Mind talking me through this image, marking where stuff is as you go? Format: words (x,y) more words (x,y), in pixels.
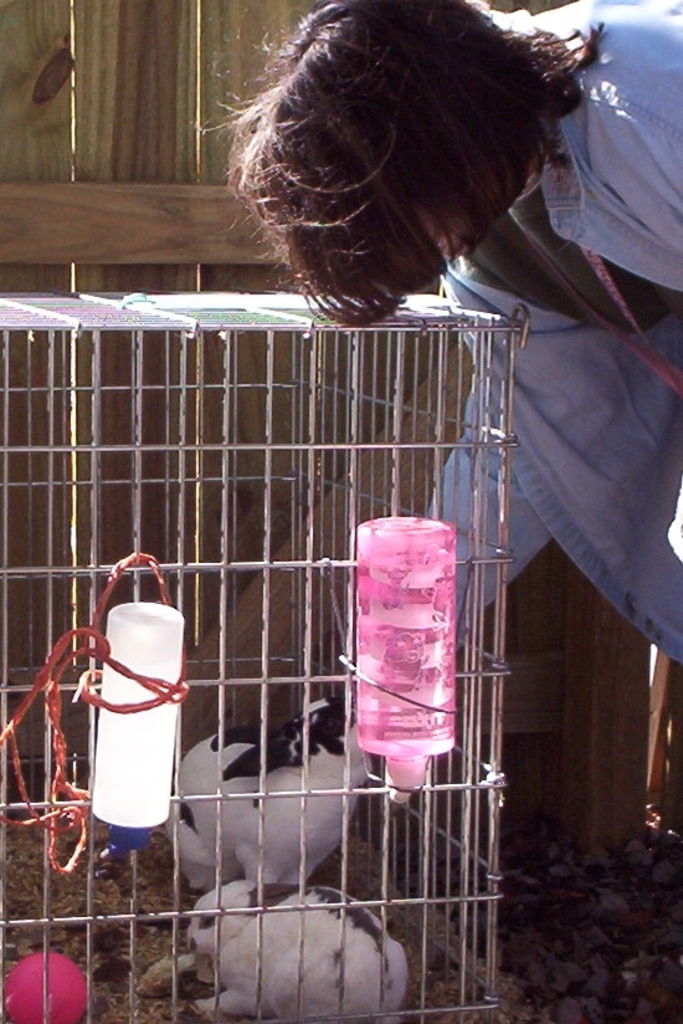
In this picture I can see a kennel (66,309) in front (42,322) and in the kennel (263,899), I can see 2 rabbits (254,810) and a pink color thing (23,998) and I can see 2 bottles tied to the kennel (262,620). On the right side of this picture (535,220) I can see a person (489,156). In the background (294,5) I can see the wooden thing (87,3).
